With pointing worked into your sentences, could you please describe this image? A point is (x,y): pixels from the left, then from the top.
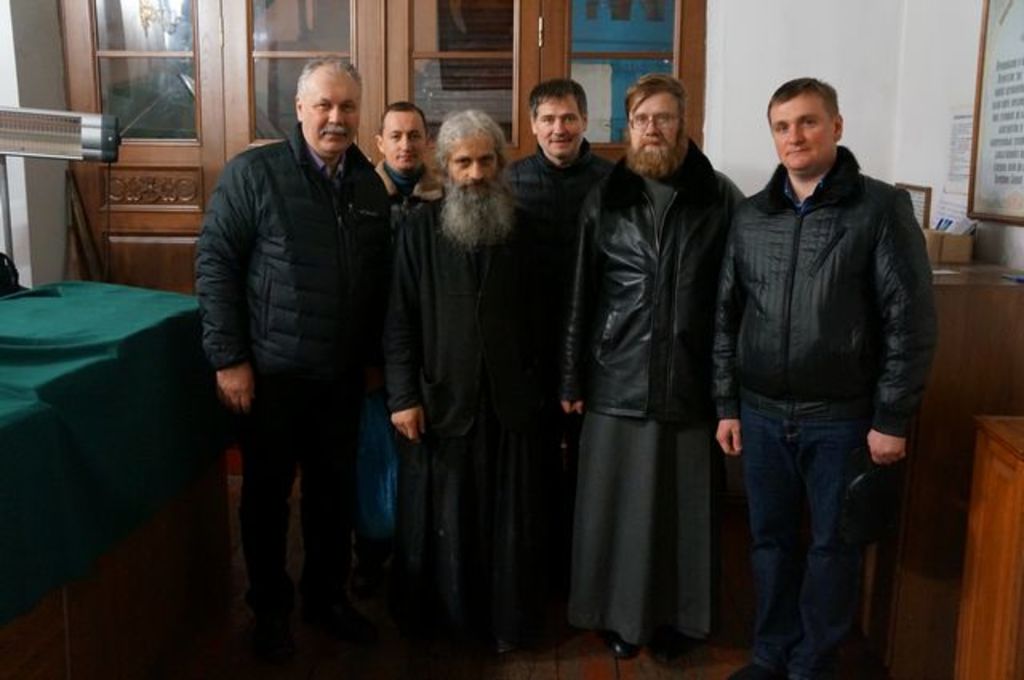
There are some people (562,255) standing. On the left side (163,441) there is a table (132,581). On that there is a green cloth (119,464). On the right side (976,296) there are tables (966,315). On the table (949,291) there are some items (927,216) kept. In the back (355,49) there are doors (293,30) with glasses (507,84). On the right side (959,113) there is a wall (971,99) with photo frame (980,132).
